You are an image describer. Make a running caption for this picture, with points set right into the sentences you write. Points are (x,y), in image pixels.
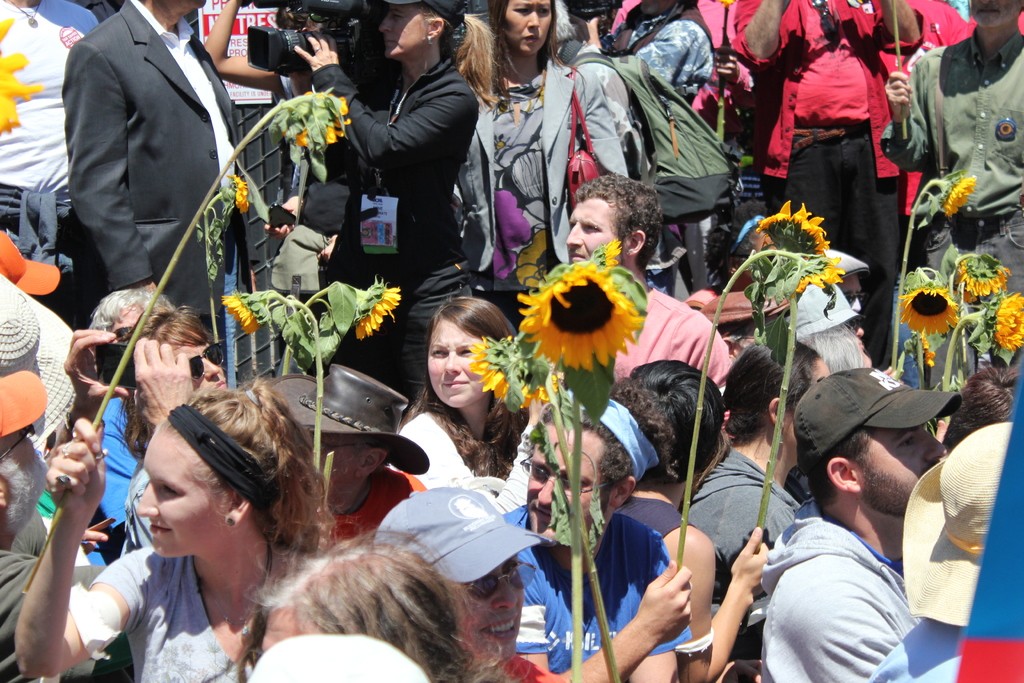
In this picture there are group of people (424,395), among them few people (485,436) holding flowers (893,363) and there is a woman (414,206) holding a camera (294,53).
